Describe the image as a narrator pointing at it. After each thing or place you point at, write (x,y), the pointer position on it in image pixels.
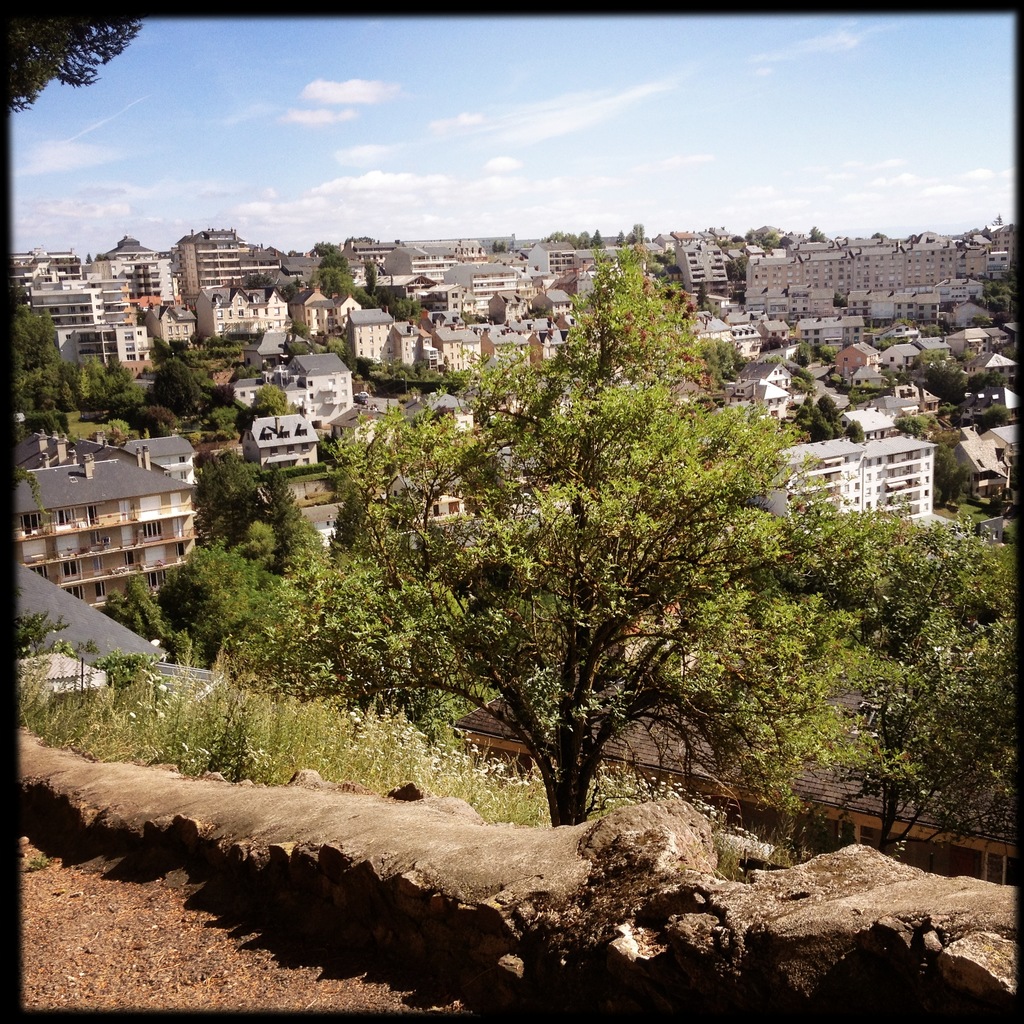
This image looks like a photo frame in which I can see a fence (264,872), trees (331,457), houses (337,509), buildings (345,388) and the sky (458,225).
